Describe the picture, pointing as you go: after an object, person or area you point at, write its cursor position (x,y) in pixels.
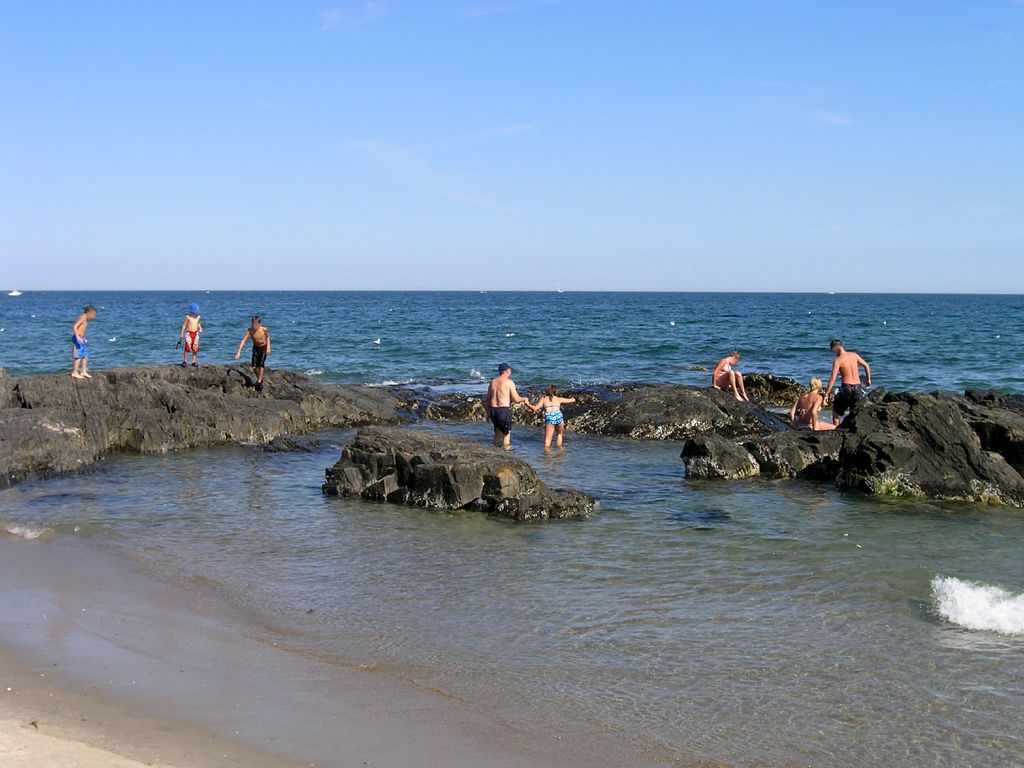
It is a sea (111,357) and there are many rocks (414,407) on the sea (363,515), some people (837,412) are standing up on the rocks (713,418) and two of them were walking in the water (573,438) in between those rocks (693,440) and there are few white things (669,322) floating upon the sea (599,320).
